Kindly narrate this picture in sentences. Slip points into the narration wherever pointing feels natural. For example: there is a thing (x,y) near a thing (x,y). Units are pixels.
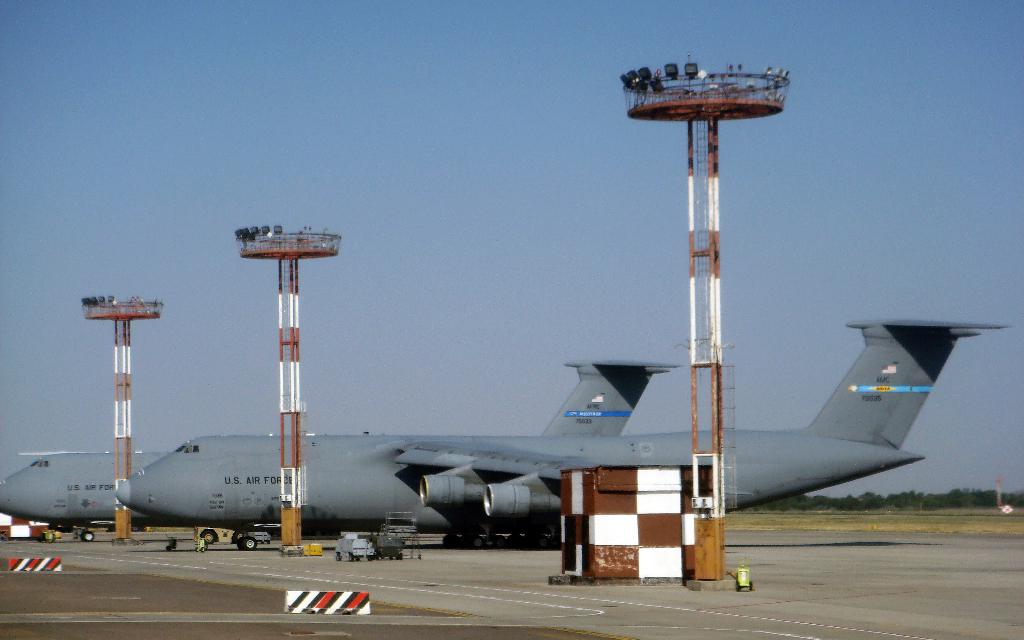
In this image there are poles (116,375) and there are airplanes (226,476) on the ground (981,621), there are vehicles (379,556). In the background (903,498) there are trees (962,494).
